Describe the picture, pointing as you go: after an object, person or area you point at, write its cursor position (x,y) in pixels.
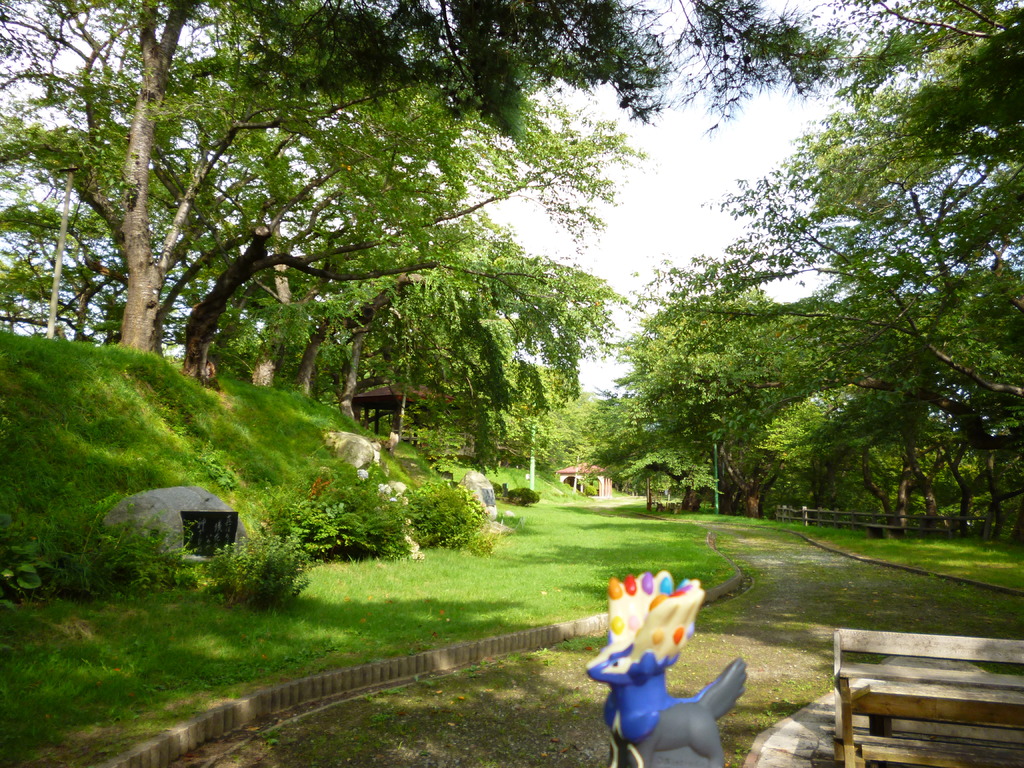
This are trees (499,158). Sky (761,148) is clear, so it is a sunny day. Grass (519,553) is in green color. This is bench (1003,703) and toy (626,713). Far there is a tent (581,469) and fence (809,520).
